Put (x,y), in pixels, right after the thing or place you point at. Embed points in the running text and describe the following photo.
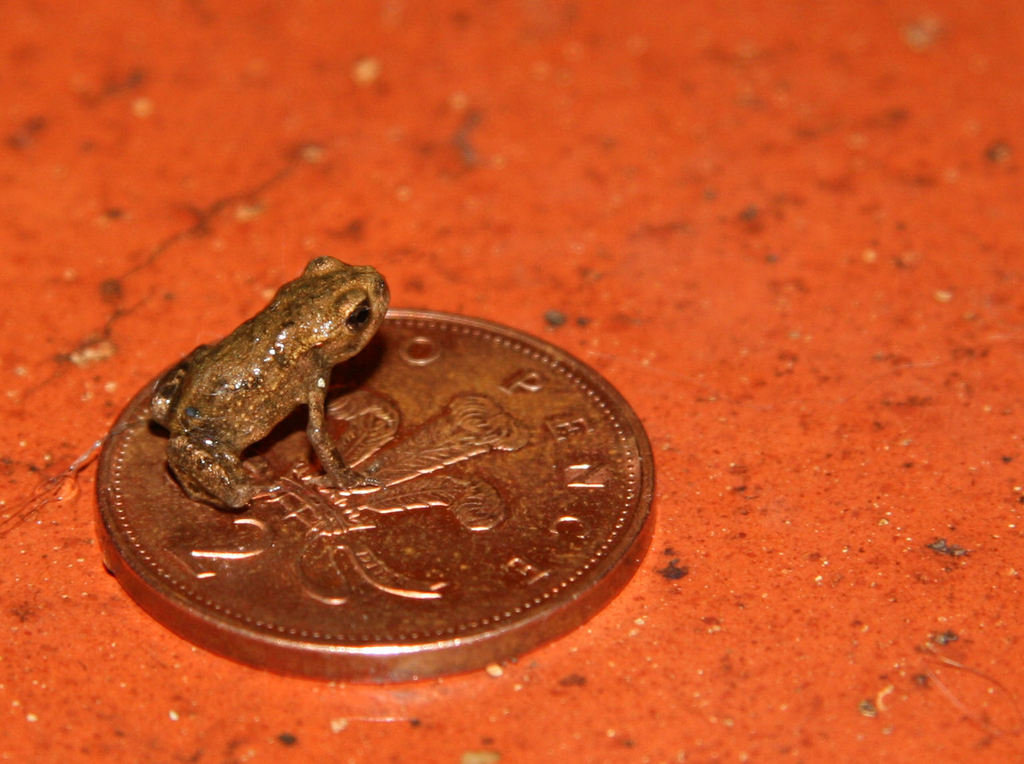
There is a coin (489,536) on a red surface (208,661). On the coin (363,367) there is a frog (255,353).
